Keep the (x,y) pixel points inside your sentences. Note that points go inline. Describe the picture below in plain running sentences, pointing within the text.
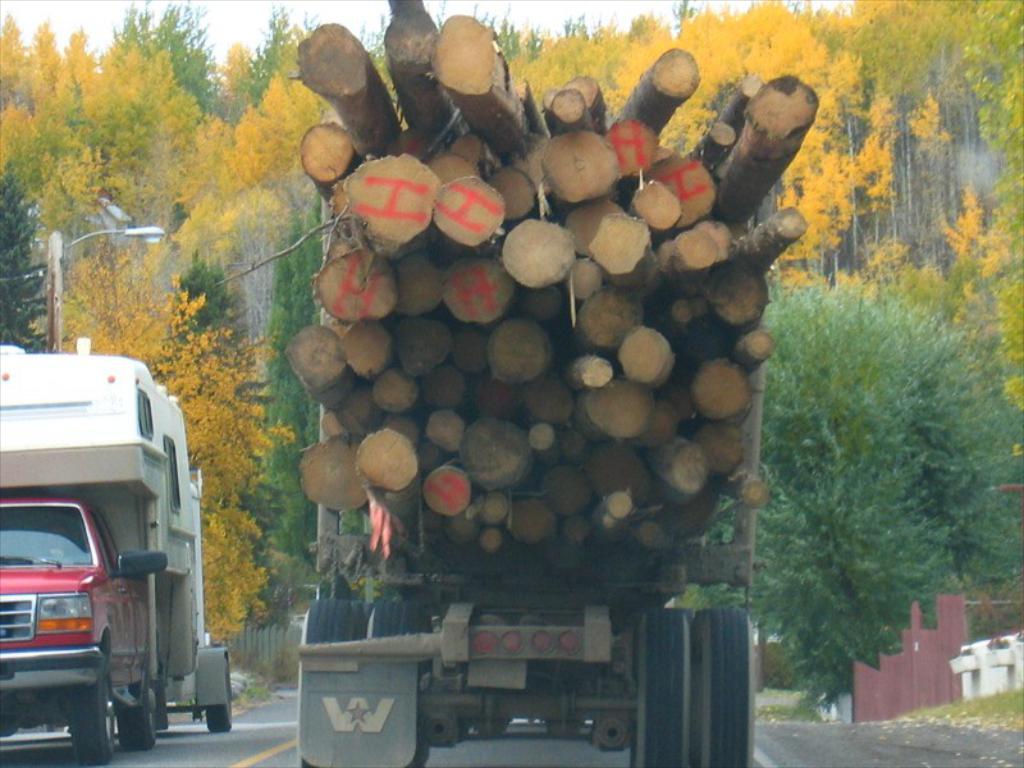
In this image I can see the road (545,756), few trucks (111,724) and here I can see log of woods (371,231). I can also see number of trees (917,156) in background (157,205) and here I can see a street light (101,229).
